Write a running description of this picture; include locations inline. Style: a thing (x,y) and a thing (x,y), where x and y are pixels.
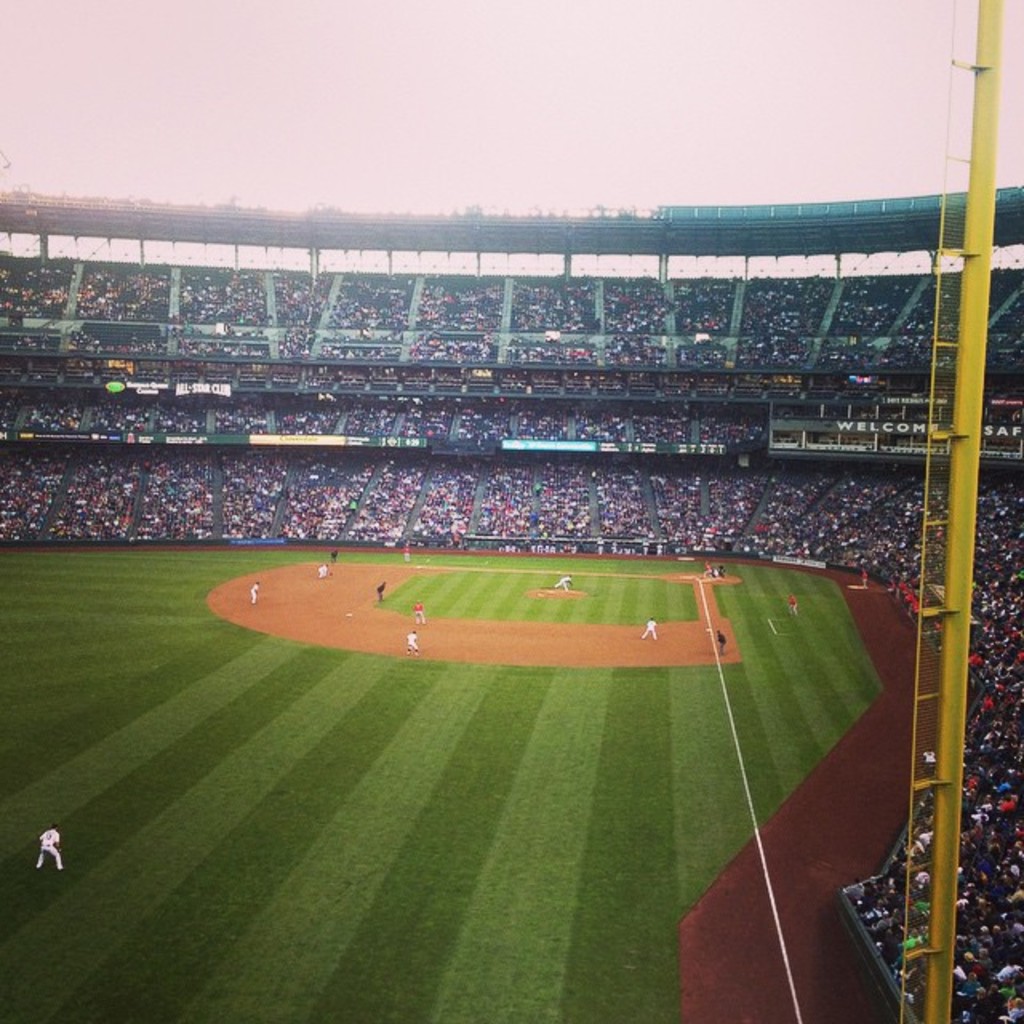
There are few people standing in ground (387,694) and there are audience (528,415) in the background (561,377).
